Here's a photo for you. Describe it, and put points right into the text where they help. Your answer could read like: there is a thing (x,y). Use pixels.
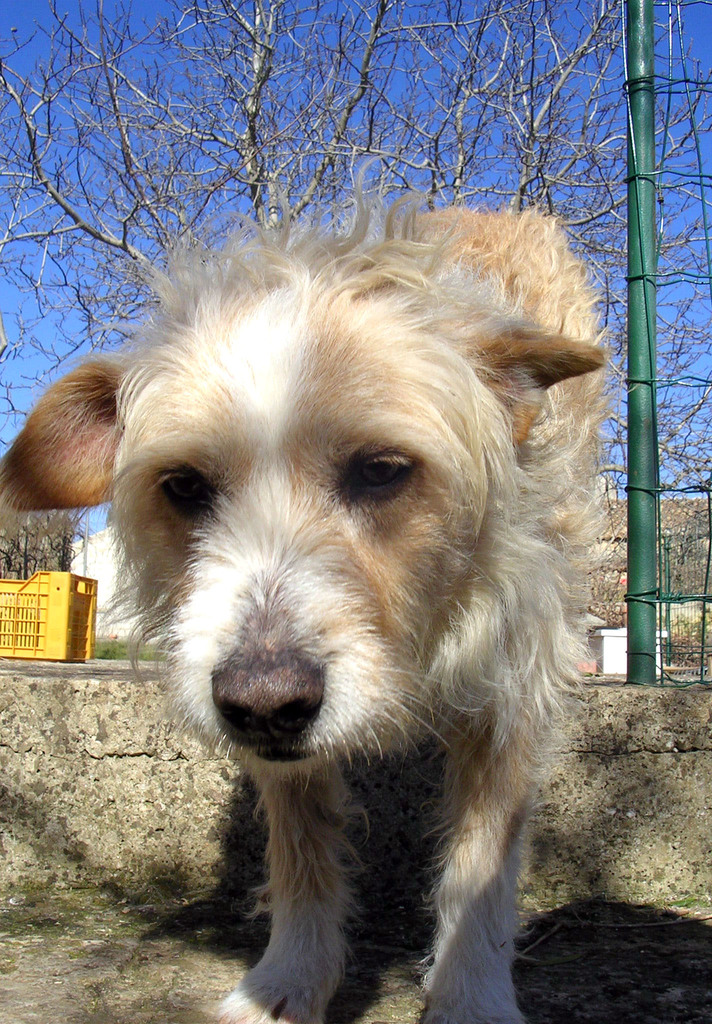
In this image there is a dog (339,552) in the middle (423,652). In the background (267,129) there is a tree (267,145). On the right side (638,326) there is a green colour pole (633,461). On the left side (47,625) there is a yellow colour tray (29,617) on the wall (99,670).
